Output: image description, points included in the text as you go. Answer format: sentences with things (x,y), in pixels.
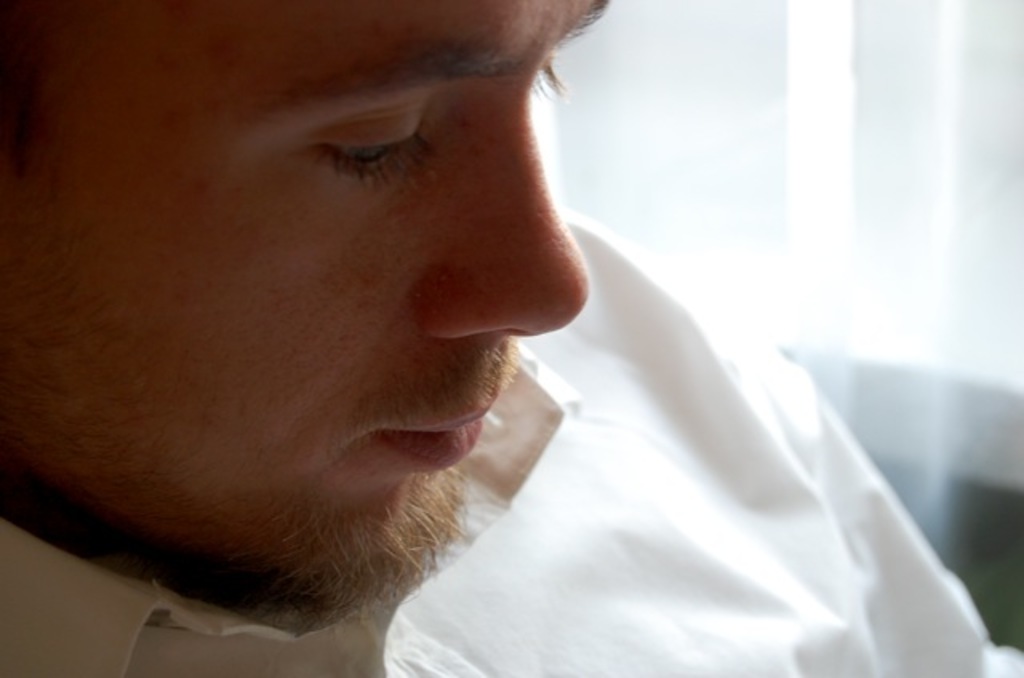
There is a man (394,16) wore white shirt (573,620). In the background (756,270) it is white.
